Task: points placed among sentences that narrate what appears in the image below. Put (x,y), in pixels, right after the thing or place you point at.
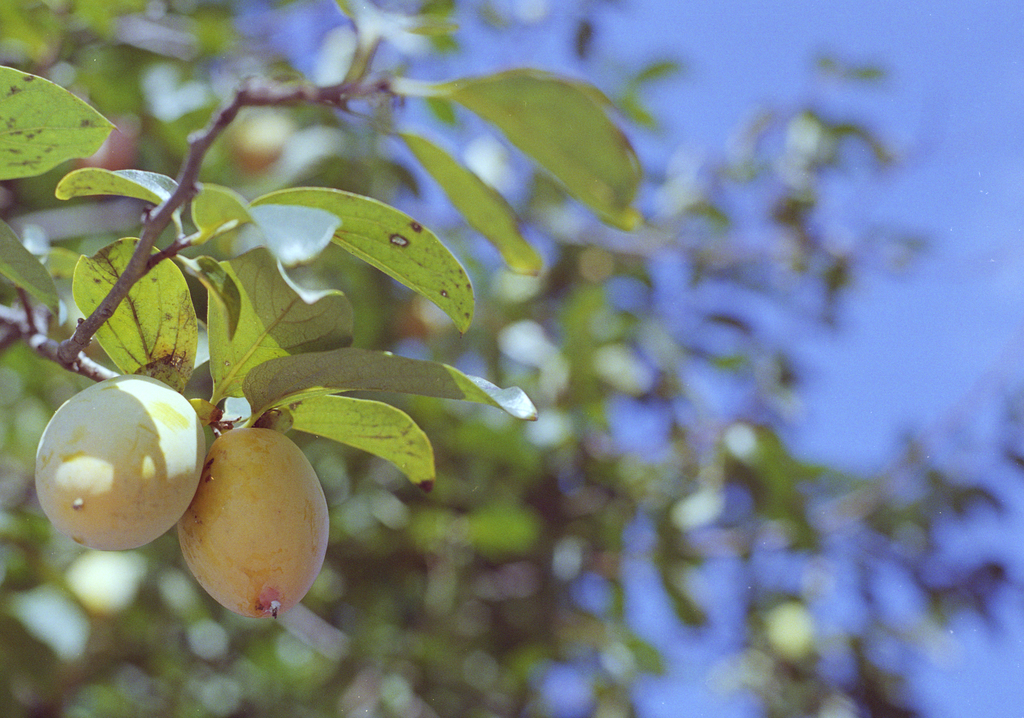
In this image we can see fruits (160,518) which are grown to the tree (151,296) and we can see some leaves (364,236) which are in green color and in the background of the image (786,280) there is clear sky (719,84).
